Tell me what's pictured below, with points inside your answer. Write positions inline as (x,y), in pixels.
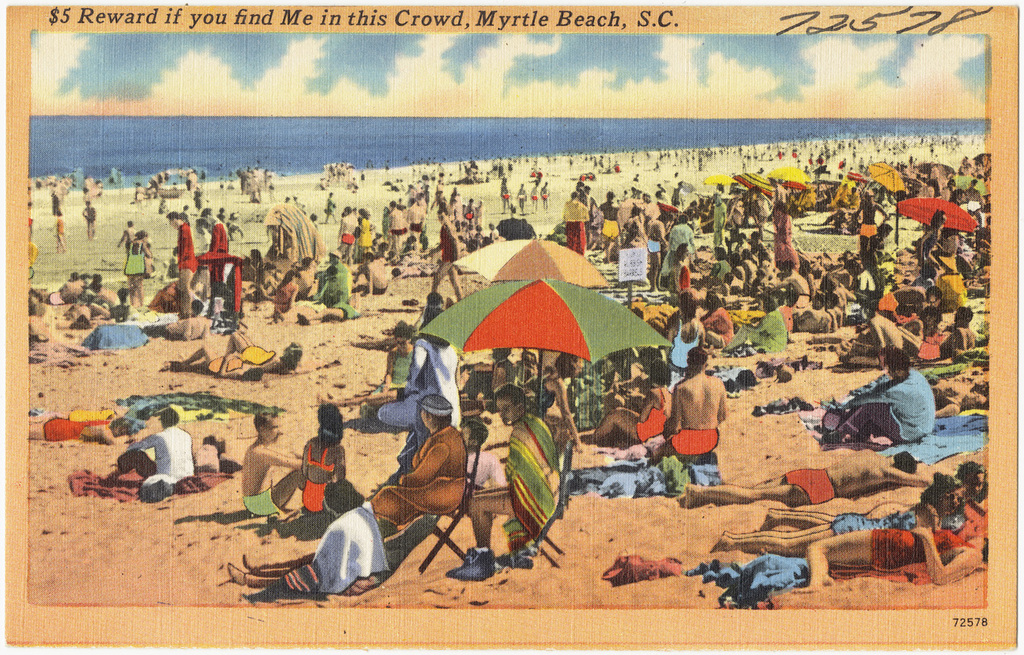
In the image we can see the poster (473,428), in the poster (508,421) we can see there are people (607,430) sitting and some of them are lying, they are wearing clothes (862,522). Here we can see umbrellas (472,299) and the rest chairs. Here we can see the sand (193,522), water (318,120) and the sky (535,71).
